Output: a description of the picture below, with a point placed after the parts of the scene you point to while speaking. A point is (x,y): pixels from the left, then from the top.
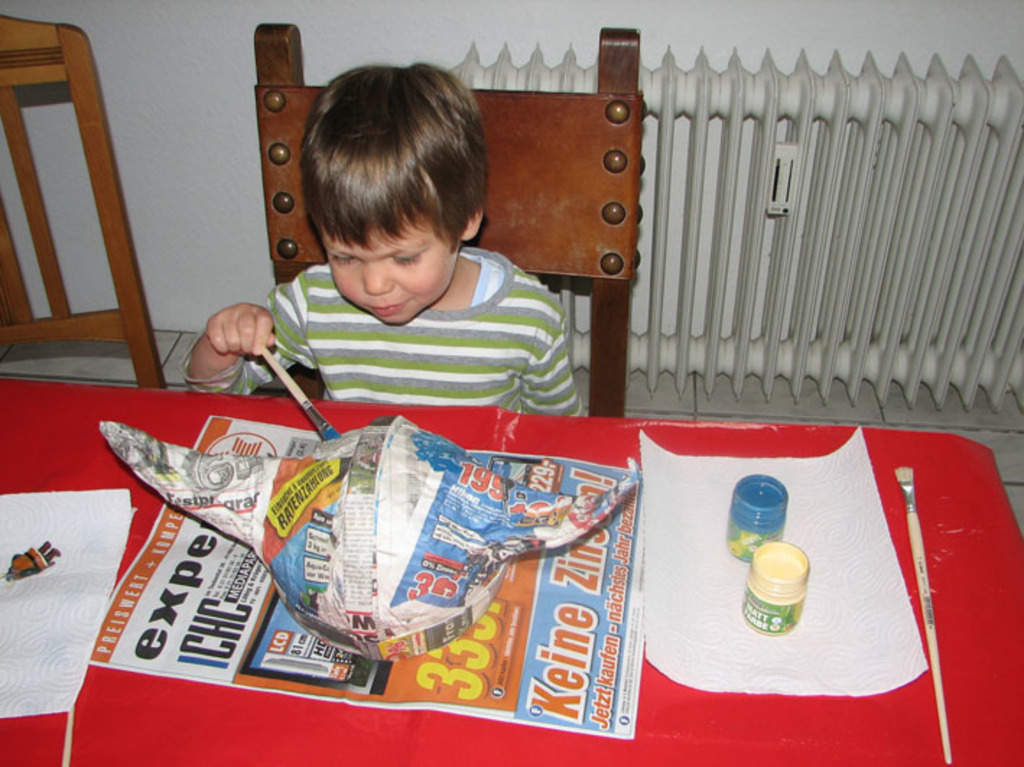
In this picture I can see there is a boy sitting on the chair (605,191), he is holding a paint brush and he is painting an object (282,517) which is placed in front of him. There are two paint bottles (753,527) placed on a tissue (783,639), there is a red color table (889,482) and there is a chair (117,246) onto the left side (53,327) and there is a wall (130,68) in the backdrop (136,57).
